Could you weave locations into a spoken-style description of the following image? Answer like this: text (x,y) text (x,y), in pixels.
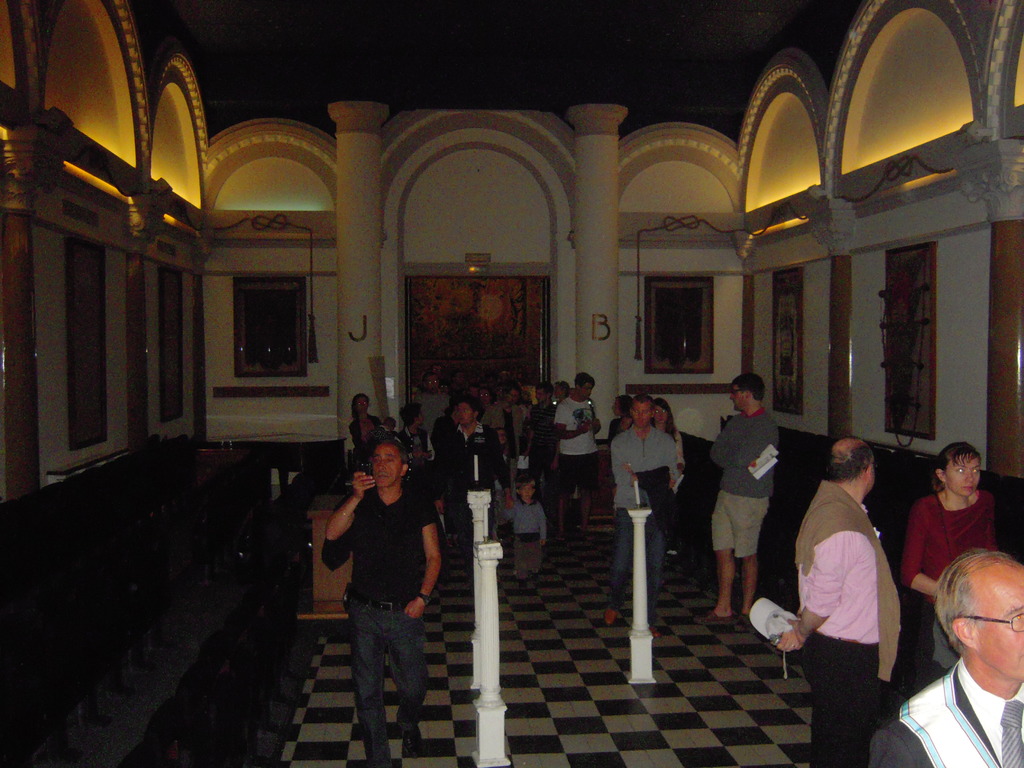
In this image we can see a group of people (505,484) on the floor (556,572). In that a person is holding a cap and the other is holding a mobile phone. We can also see some candles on the poles (499,679), some pillars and the photo frames (159,379) on a wall (150,397).
